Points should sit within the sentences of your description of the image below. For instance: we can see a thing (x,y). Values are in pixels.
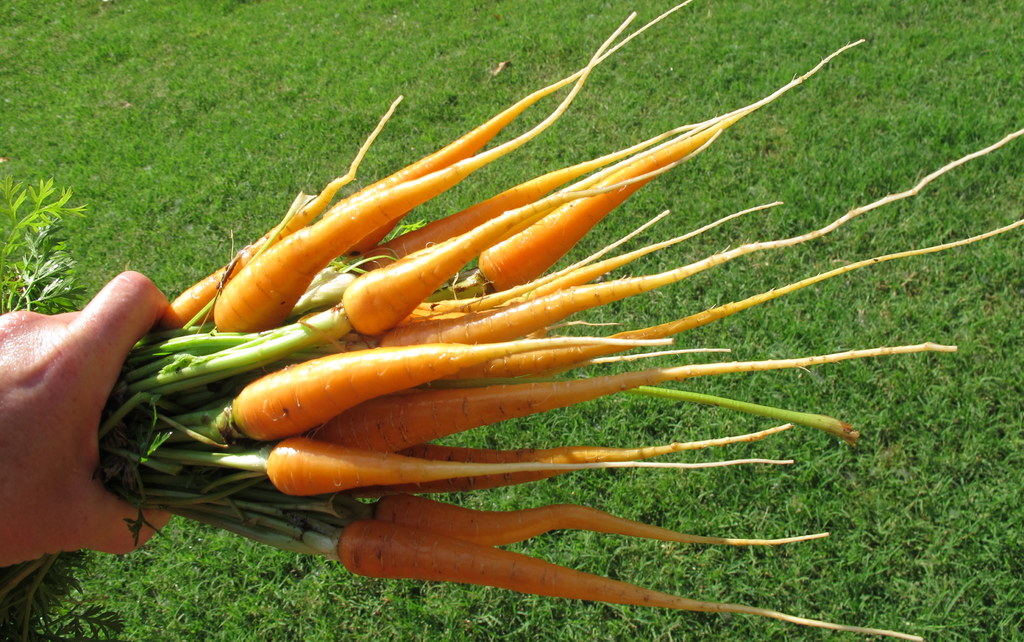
In this picture we can see a person's hand (58,367) who is holding the carrots (240,451). In the background (669,472) we can see the grass (874,170). On the right (872,485) we can see the grass (981,377).
